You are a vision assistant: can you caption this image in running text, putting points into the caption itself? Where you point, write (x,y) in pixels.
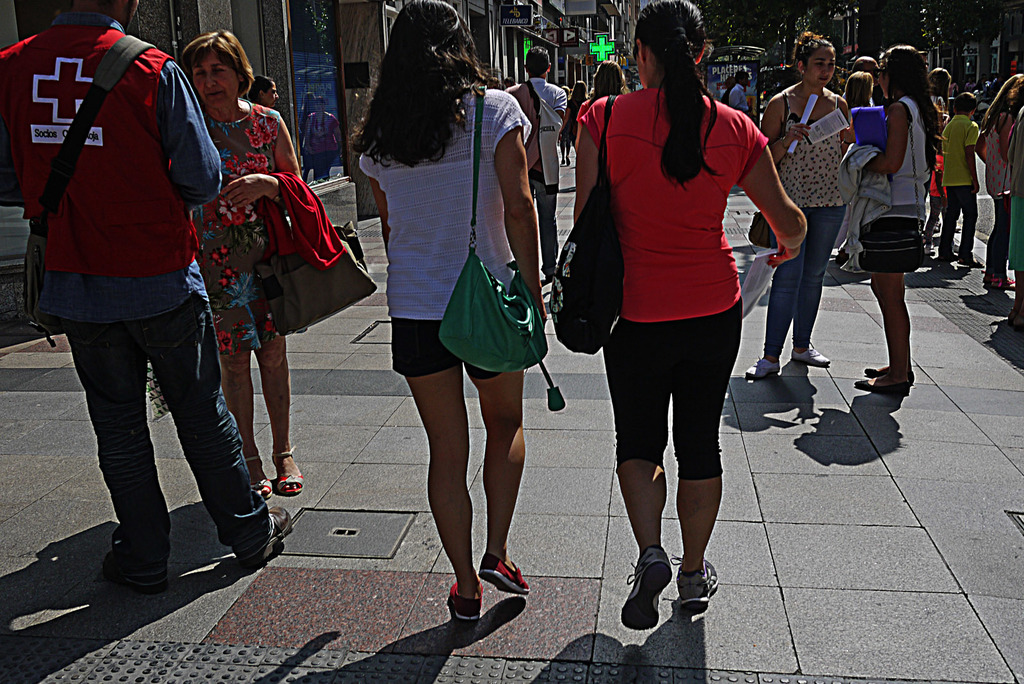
In this image we can see many persons (255,253) on the road (604,409). In the background (481,0) we can see buildings (460,4), shops (587,47), name boards (551,39) and trees (761,22).
